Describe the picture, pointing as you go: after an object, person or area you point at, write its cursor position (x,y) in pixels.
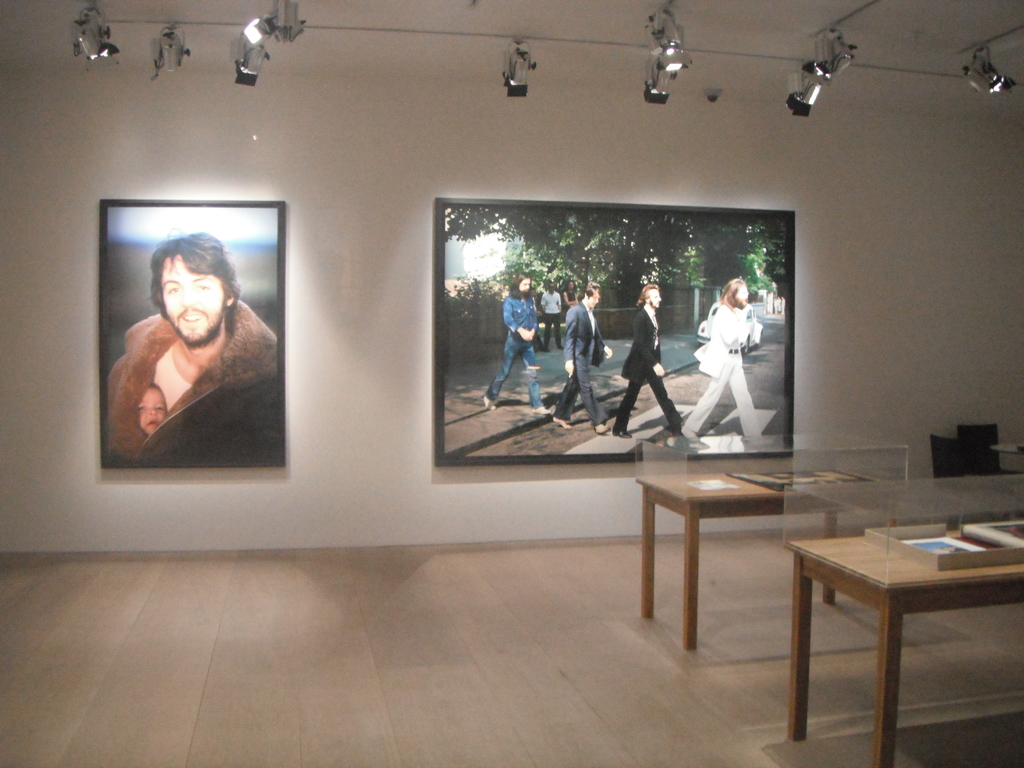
In this image there is one wall (424,267) in the center (607,282) and on that wall (930,412) there are two photo frames (209,360), and on the floor (623,558) there are two tables (755,500) and on the ceiling (565,35) there are some lights (525,60).
